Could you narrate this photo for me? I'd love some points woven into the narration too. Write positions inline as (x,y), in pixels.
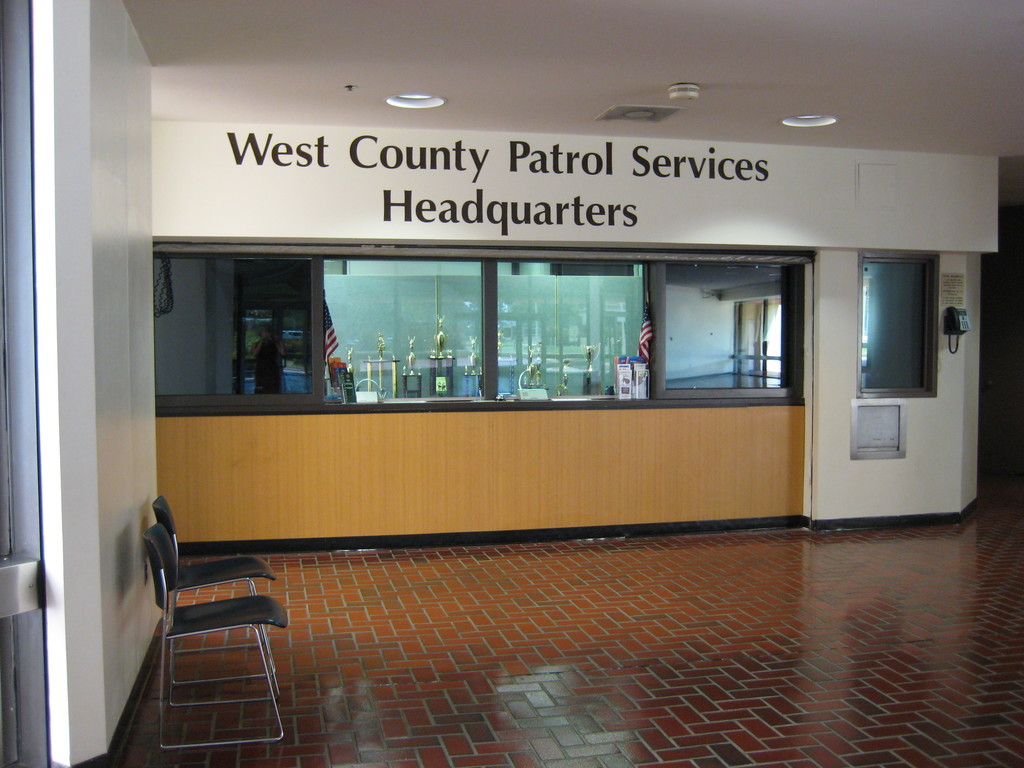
In this picture I can see inner view of a building (742,252) and I can see a telephone (959,320) to the wall (235,194) and I can see text (438,156) on the wall (516,150) and from the glass (381,379) I can see mementos (443,355) and couple of flags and looks like a woman (260,352) on the left side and I can see couple of chairs (207,609) and couple of lights (789,118) on the ceiling (776,116).
